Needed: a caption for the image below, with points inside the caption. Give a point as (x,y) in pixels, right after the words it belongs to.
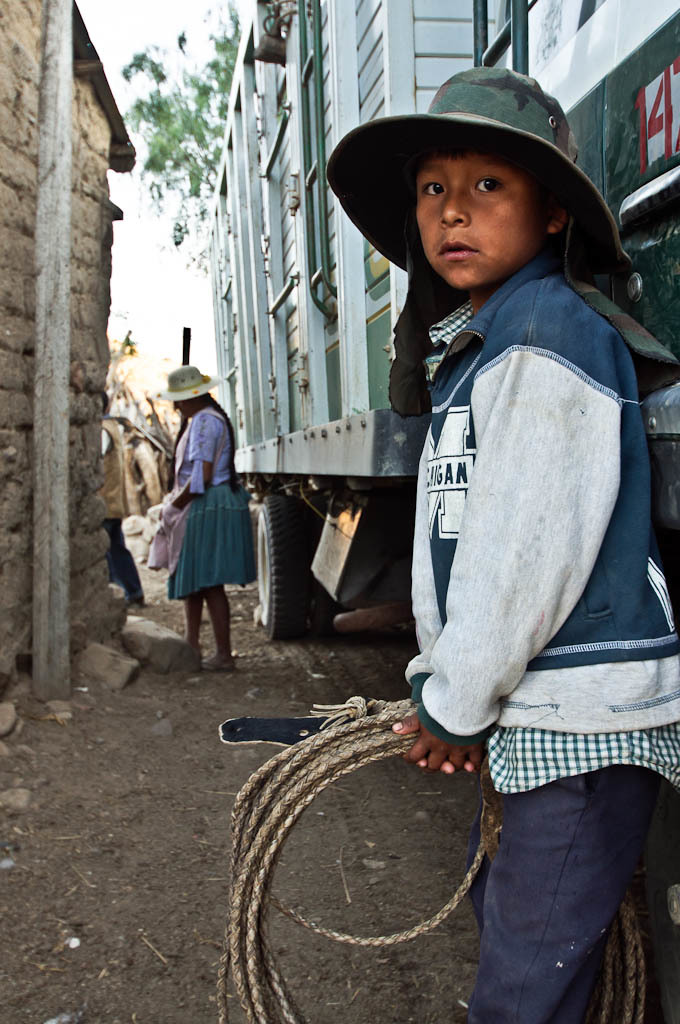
In the center of the image (434,595) we can see one boy (563,648) standing and holding some object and he is wearing a hat (424,150). In the background (176,26), we can see the sky (187,35), one tree (193,244), building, pole (57,237), vehicle (641,189), one person (191,476) standing and holding some object (172,519) and wearing a hat (194,379) and a few other objects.
